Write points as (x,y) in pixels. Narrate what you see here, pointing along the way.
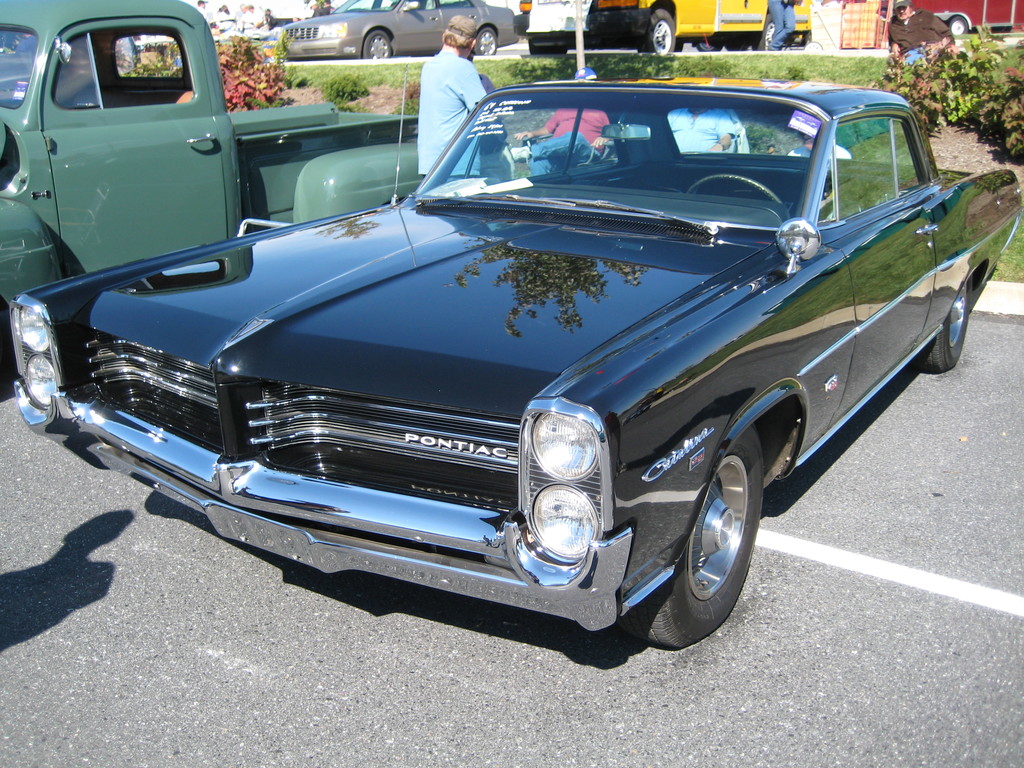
In this image we can see some cars (382,160) on the road (396,56), there are some people (591,132), plants (618,76) and a pole (579,56).
